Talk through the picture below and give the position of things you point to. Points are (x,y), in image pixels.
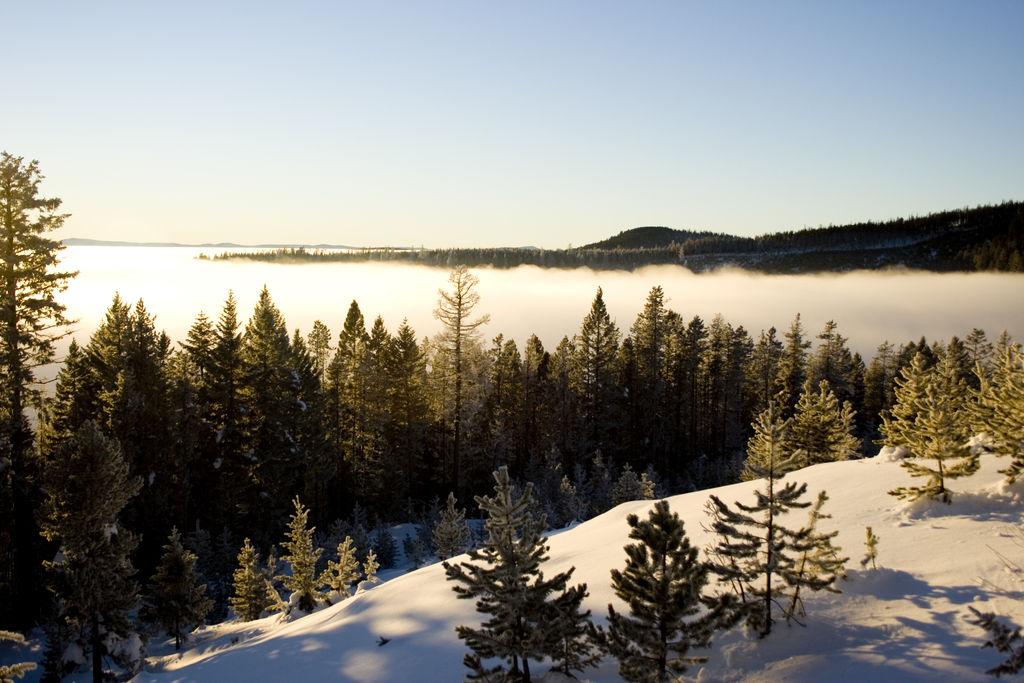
In this image there are trees (783,426), in the background (97,286) there is fog (155,254) and hills (761,249).
